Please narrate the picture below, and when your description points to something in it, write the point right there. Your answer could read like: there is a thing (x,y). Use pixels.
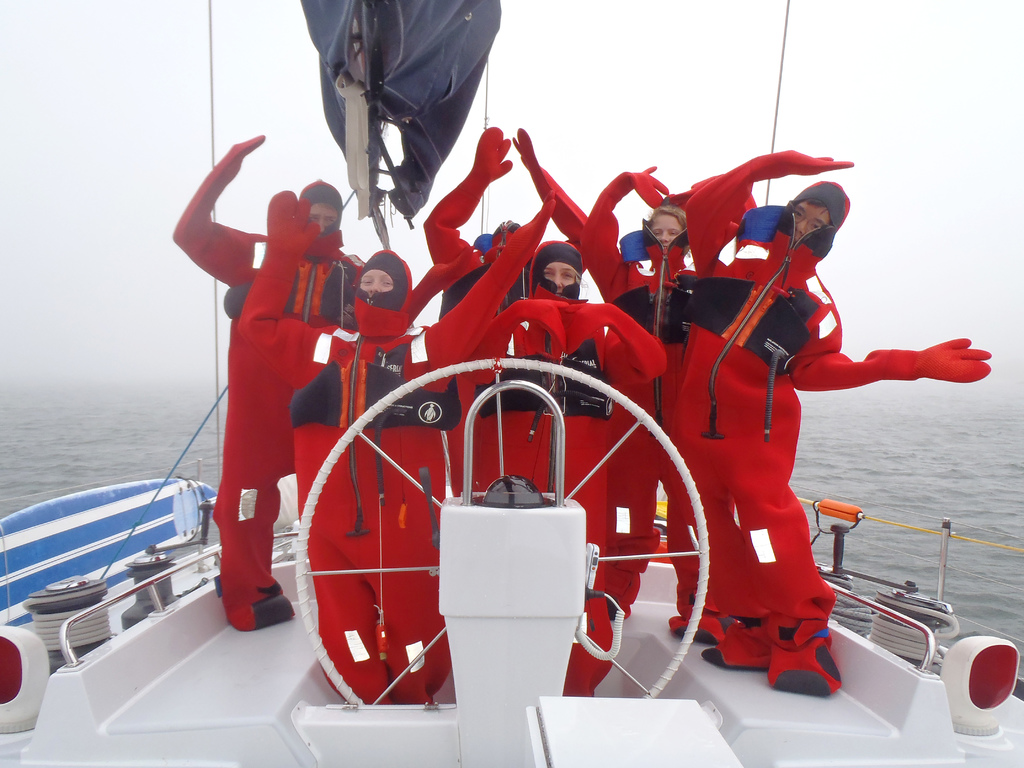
In the foreground (725,440) I can see a group of people (370,453) are standing in the boat (250,673) in red color clothes (573,456) and metal rods (558,465). In the background (1015,481) I can see water (1005,497), some objects (186,504) and the sky (49,43). This image is taken may be in the ocean (121,432).
